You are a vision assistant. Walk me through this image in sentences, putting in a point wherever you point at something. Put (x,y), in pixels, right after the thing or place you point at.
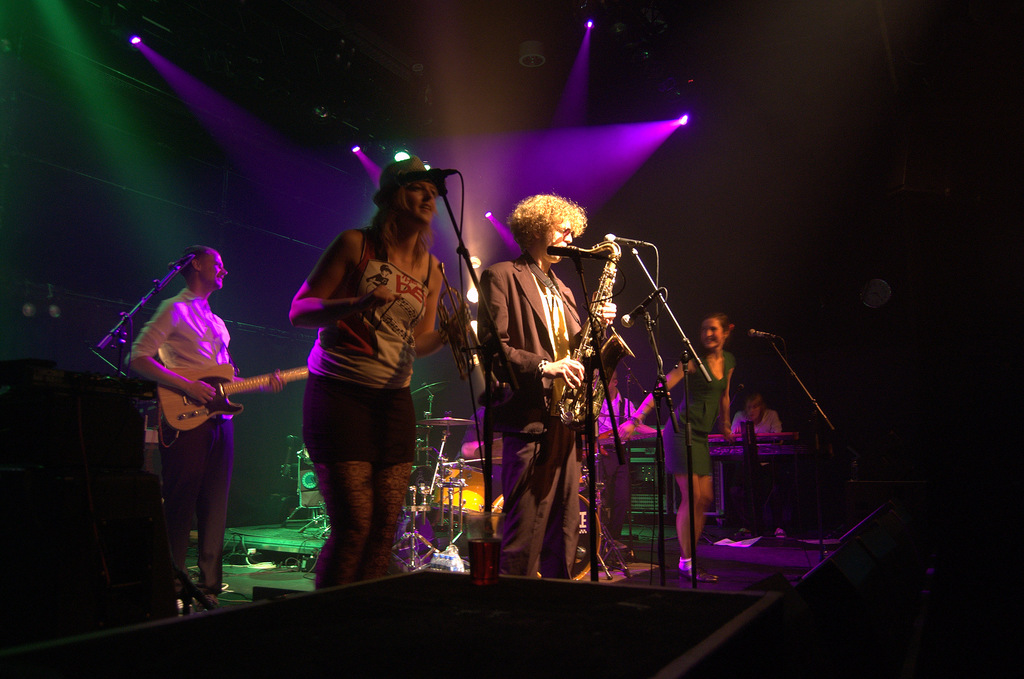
In the image we can see there are many people (559,485) standing, they are wearing clothes (305,393). This person (365,248) is wearing a hat (405,170), this is a microphone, cable wire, guitar (216,373) and other musical instrument (457,476) and these are the lights (70,111), and the corners of the image are black.
